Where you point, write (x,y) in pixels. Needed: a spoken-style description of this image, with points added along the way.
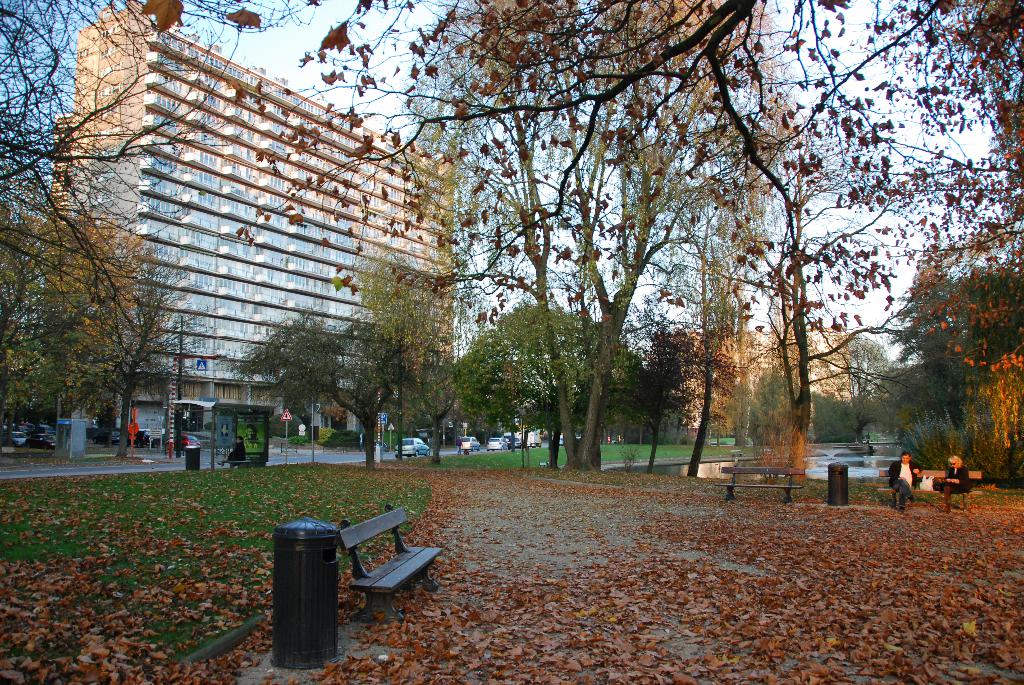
In the image there is a garden (207,550) and beside the garden (751,447) there is a small lake (860,454), in front of the lake (655,465) there is a bench (946,489) and two people (946,489) were sitting on the bench (911,483). On the left side (216,406) there is bus stop (212,425) beside the road (202,465) and few vehicles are moving on the road (277,458). Behind the road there is a tall building (238,331) and there are a lot of trees (514,345) around the building (243,318).
